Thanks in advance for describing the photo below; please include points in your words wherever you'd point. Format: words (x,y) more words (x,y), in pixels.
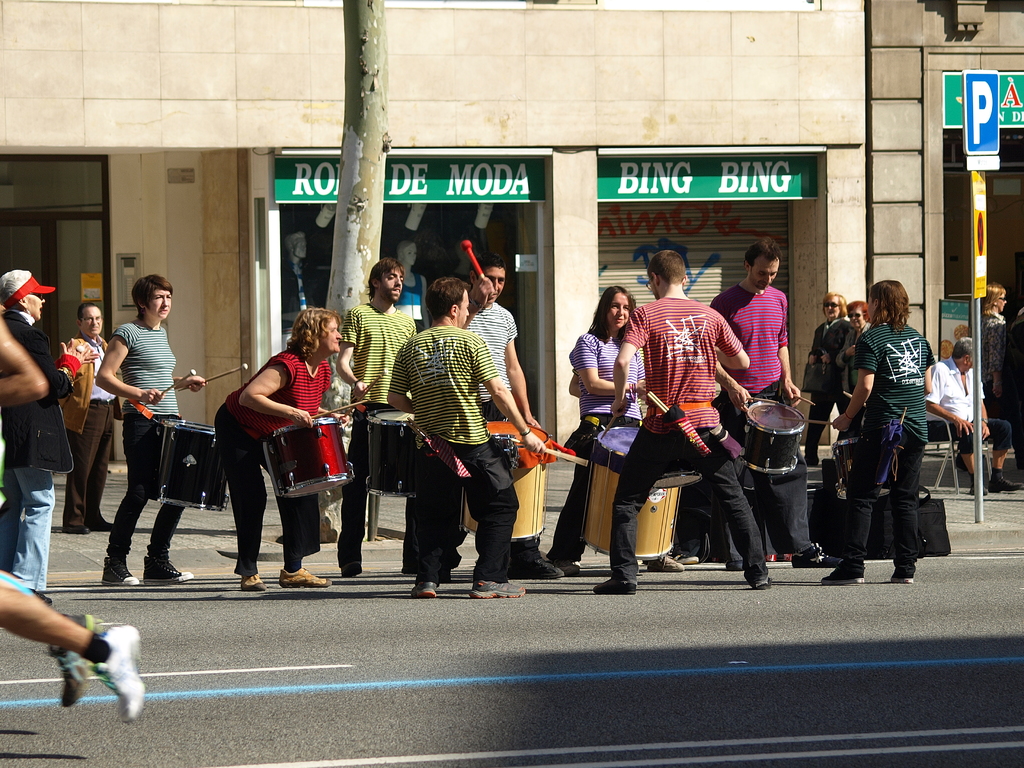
In this image there are many people (289,531) standing on the road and playing drums (779,454). At the bottom (361,626), there is a road (424,670). To the left (49,483), the man (45,474) standing and wearing black jacket (51,427). In the background (612,167), there are shops (612,234) and a tree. To the right (968,95), there is a pole (976,416) and a man (968,387) sitting.
